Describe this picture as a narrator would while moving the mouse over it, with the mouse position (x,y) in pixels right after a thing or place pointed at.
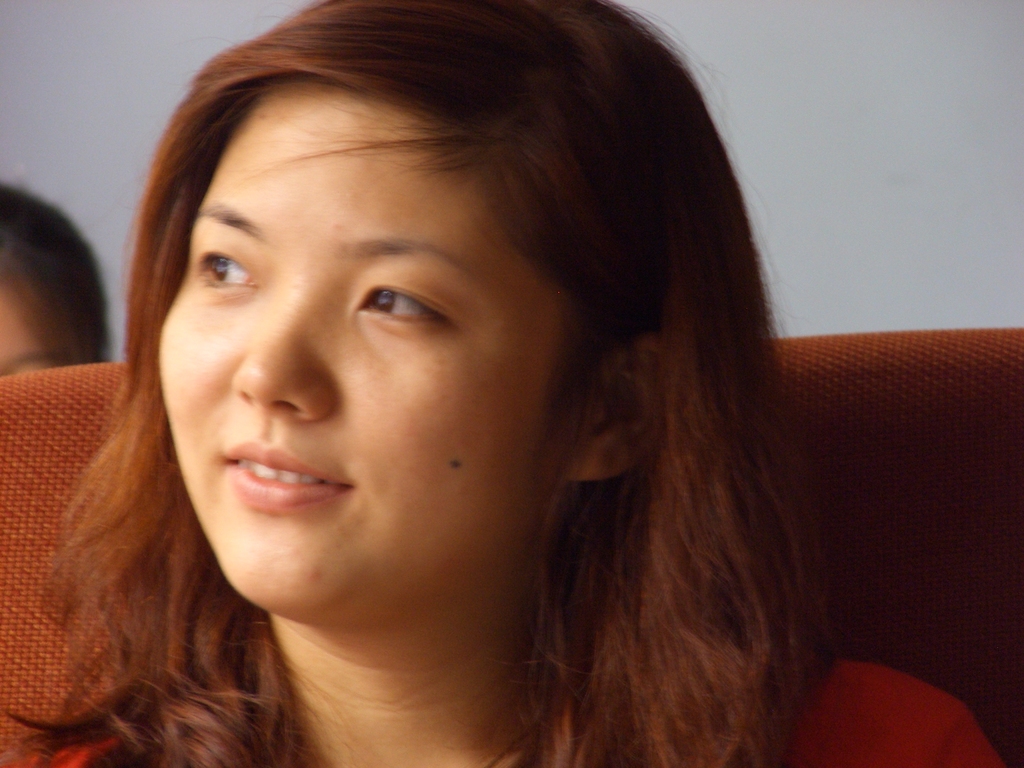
In this image I can see a person (736,681) and the person (764,710) is wearing red color shirt (835,678), background (11,44) I can see the other person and the wall (159,110) is in white color.
